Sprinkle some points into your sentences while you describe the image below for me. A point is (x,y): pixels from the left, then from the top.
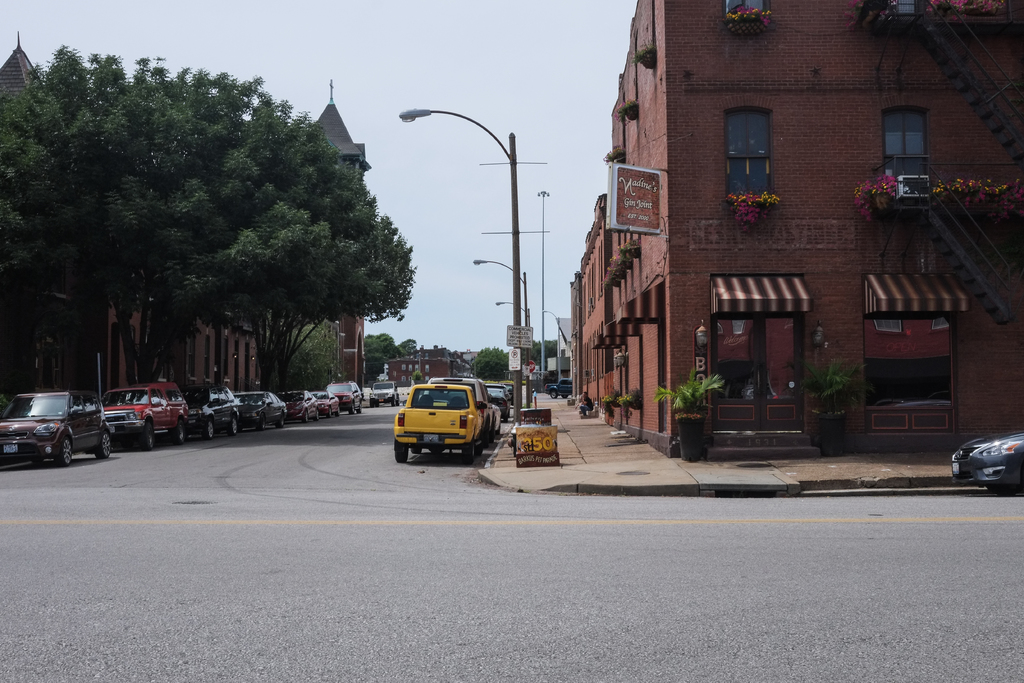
In this image we can see a few buildings (612,357) and vehicles (92,430), there are some trees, poles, lights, boards (613,227), house plants (972,184) and windows (752,133), in the background (458,287) we can see the sky (593,43).
